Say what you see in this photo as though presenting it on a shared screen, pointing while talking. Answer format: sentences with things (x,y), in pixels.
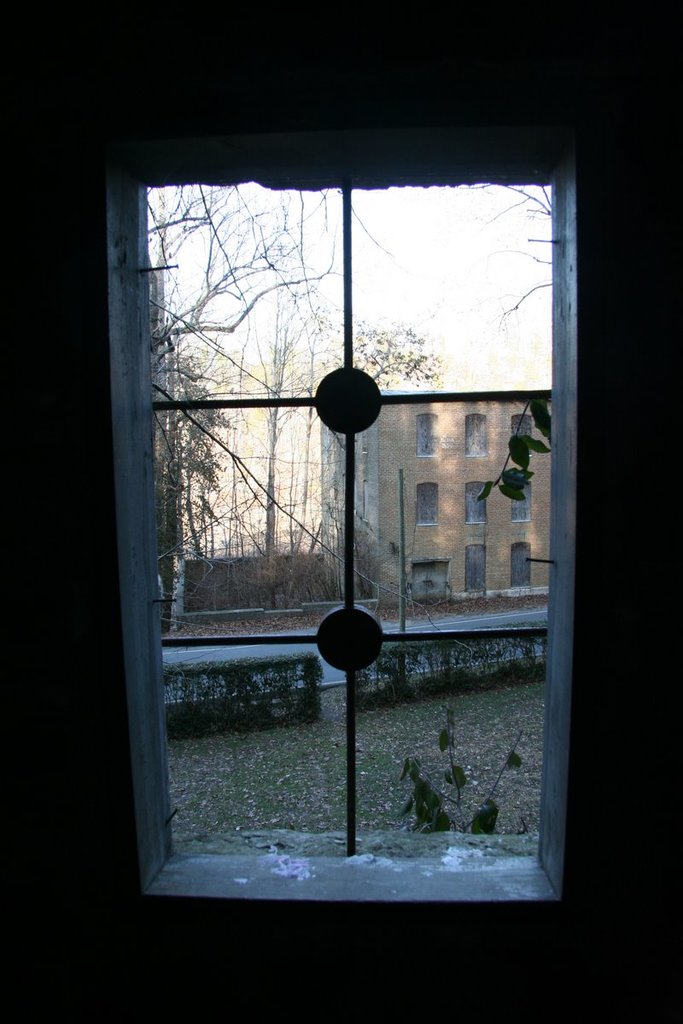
In this image, we can see a window (382,729). We can see the ground (264,740). We can see some plants (430,688), grass (445,720). We can see some trees (305,545). We can also see a building (462,472). We can see the sky (445,313).
